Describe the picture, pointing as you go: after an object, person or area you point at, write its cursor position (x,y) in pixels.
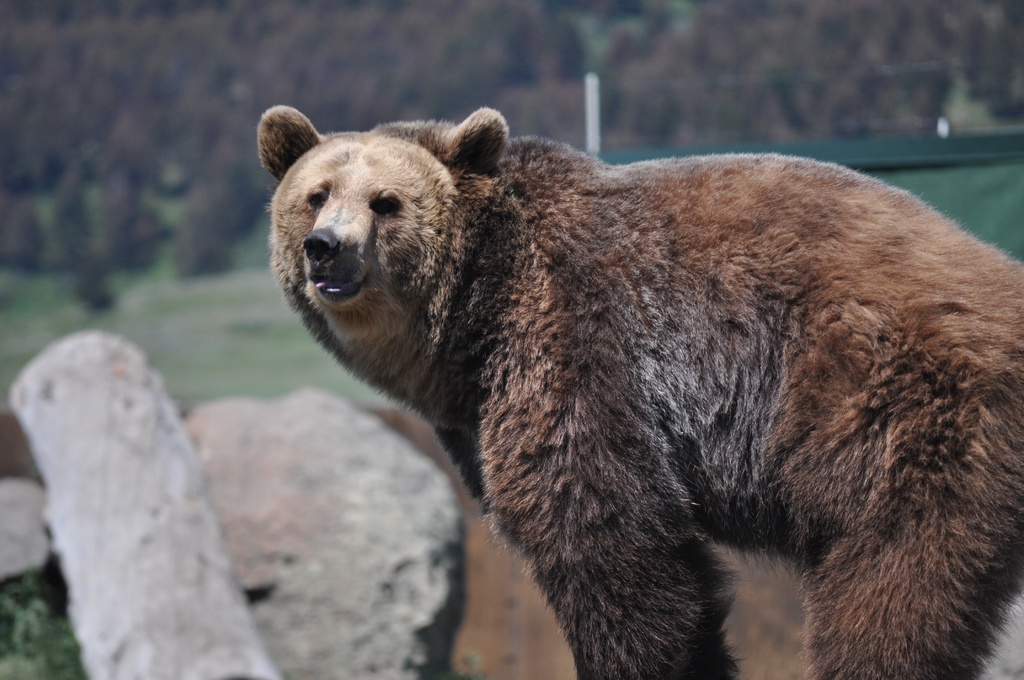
In the picture I can see a brown color bear (629,421). The background of the image (213,269) is slightly blurred, where we can see rocks (264,493), grass (239,322) and trees (1020,49).
